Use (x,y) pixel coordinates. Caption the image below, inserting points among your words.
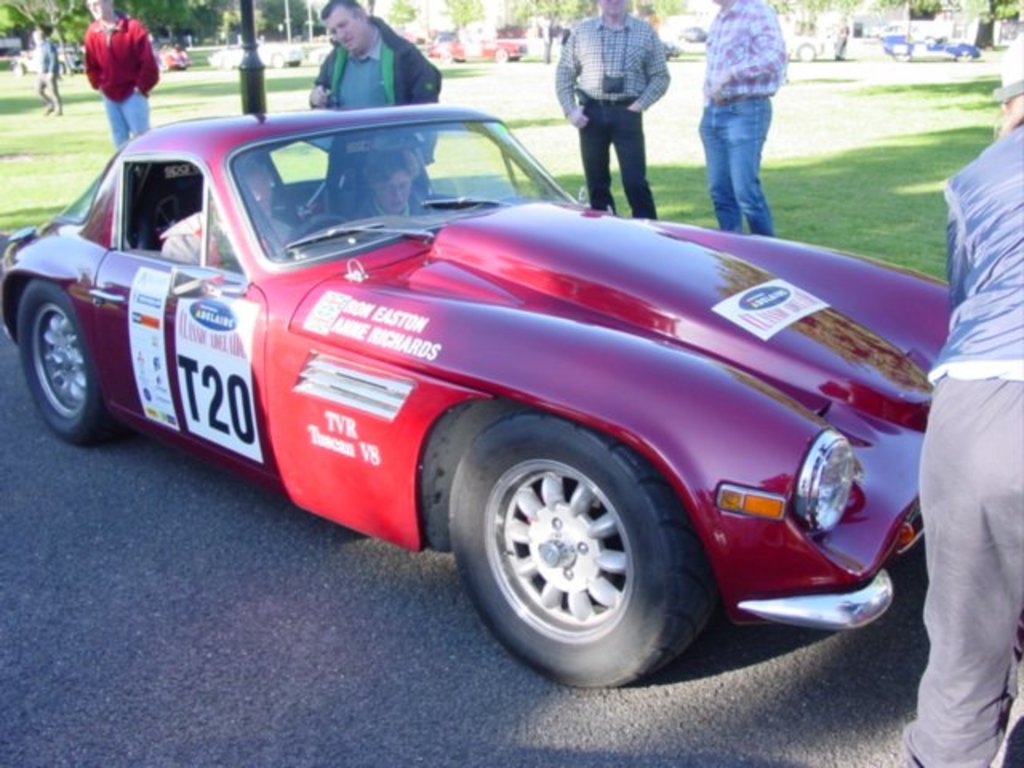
in this image i can see a vehicle (208,255) kept on the road (183,614) and there are the two persons (189,253) sitting on the vehicle (201,244) and there are the number of persons (141,126) standing in front of the vehicle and a background (198,40) i can see a trees (141,16) and there are some vehicles (822,48) crossing on the road (178,635).
